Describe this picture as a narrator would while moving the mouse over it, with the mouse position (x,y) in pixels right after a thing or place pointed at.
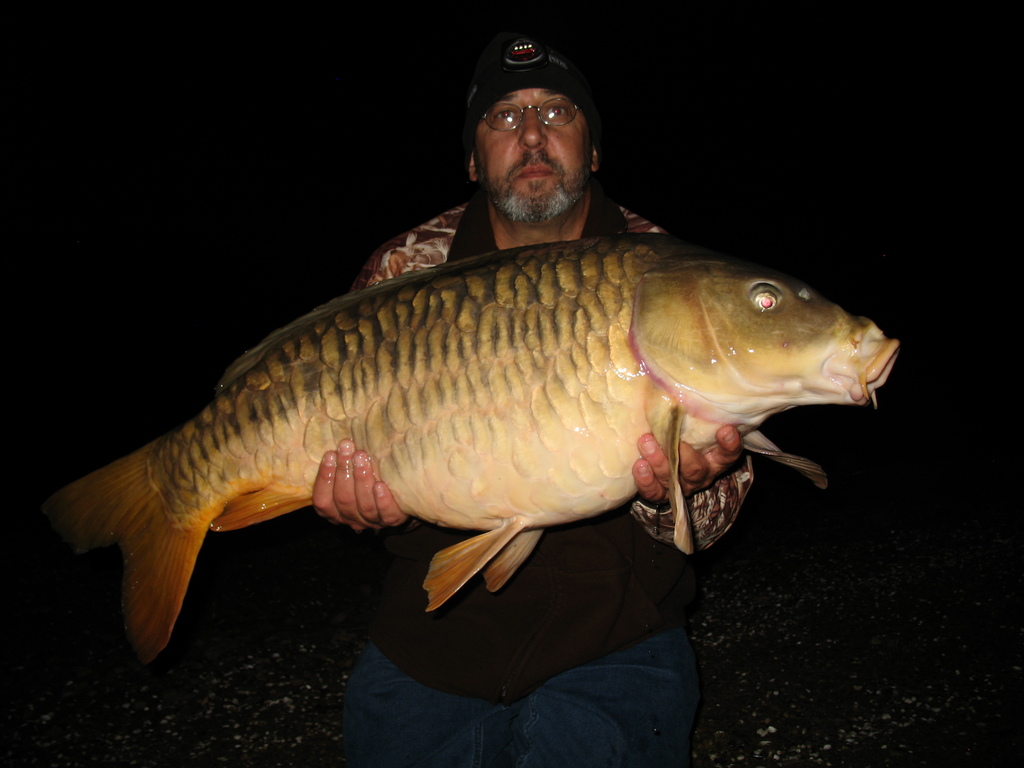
In this picture we can see a man (474,90) wore a cap (559,81), spectacles (553,111), holding a fish (180,542) with his hands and in the background (917,155) it is dark.
